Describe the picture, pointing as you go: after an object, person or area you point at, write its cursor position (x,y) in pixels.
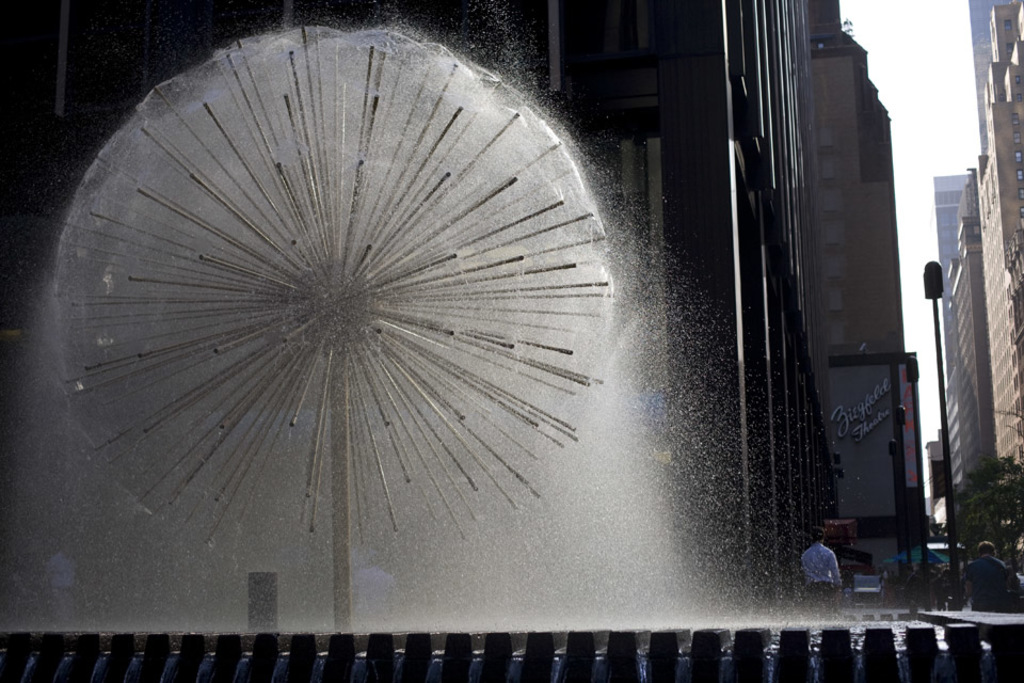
In this image, we can see a water fountain (453,456). Background (979,572) we can see few people (976,590), buildings (1011,366). On the right side of the image (1016,472), we can see tree (979,541), poles (949,503) and sky (940,123).
